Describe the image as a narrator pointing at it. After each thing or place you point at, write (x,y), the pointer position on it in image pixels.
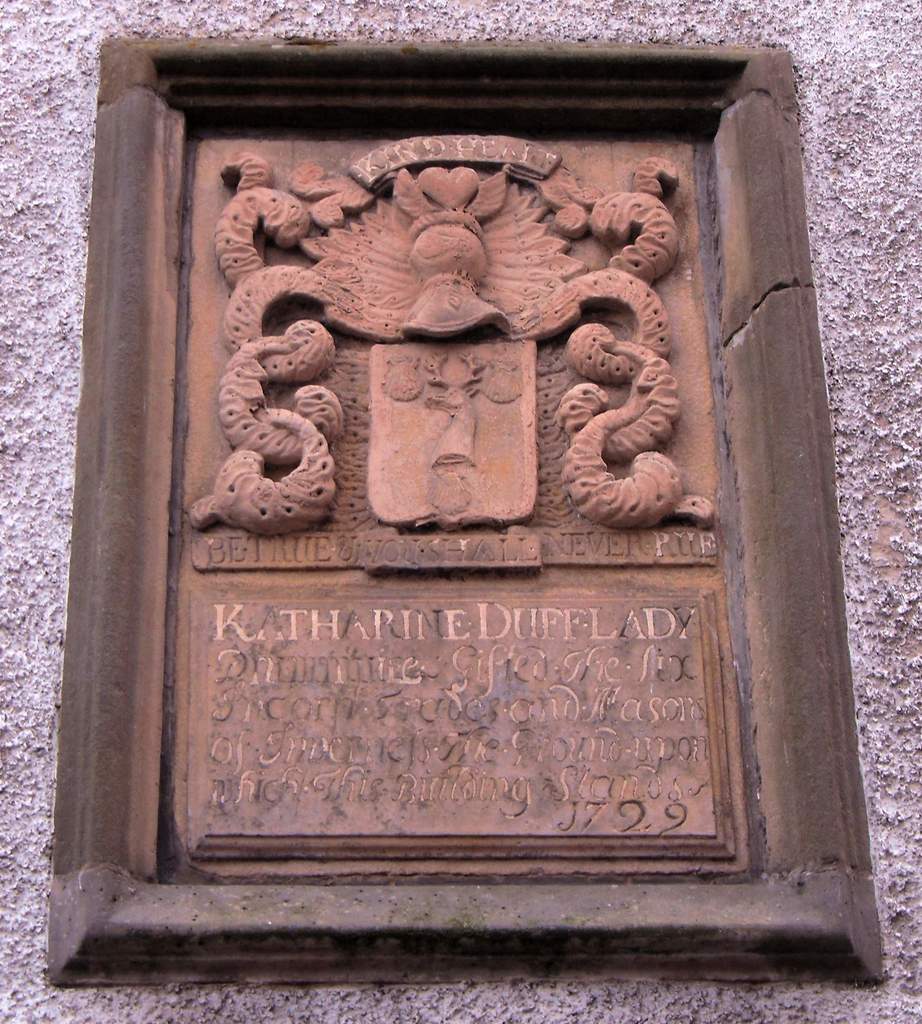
In the center of this picture (557,451) there is a stone frame (296,639) on which we can see the text (322,708) is printed and we can see the sculptures (461,280) of some objects (370,289). In the background (904,232) there is an object (29,420) seems to be the wall (786,22).
